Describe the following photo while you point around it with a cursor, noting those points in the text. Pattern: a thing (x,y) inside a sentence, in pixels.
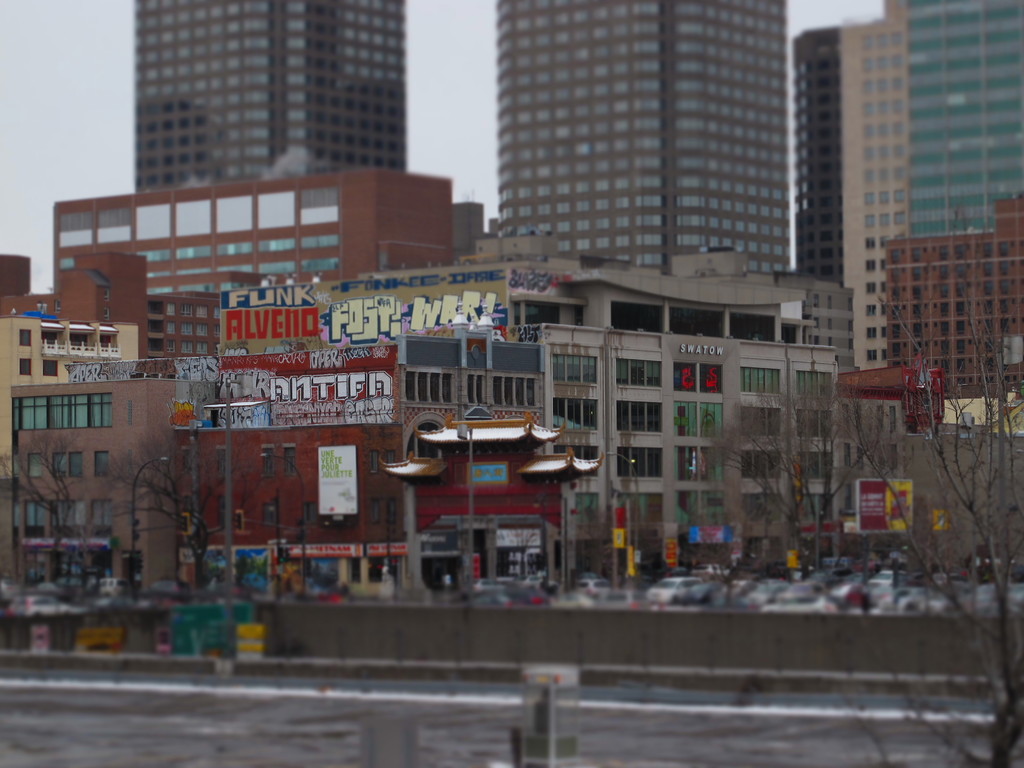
In this image there are buildings (934,498). At the bottom (358,683) there is a road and we can see vehicles (105,583) on the road (354,680). We can see poles (610,519) and trees (787,409). In the background (86,163) there is sky (480,103).
